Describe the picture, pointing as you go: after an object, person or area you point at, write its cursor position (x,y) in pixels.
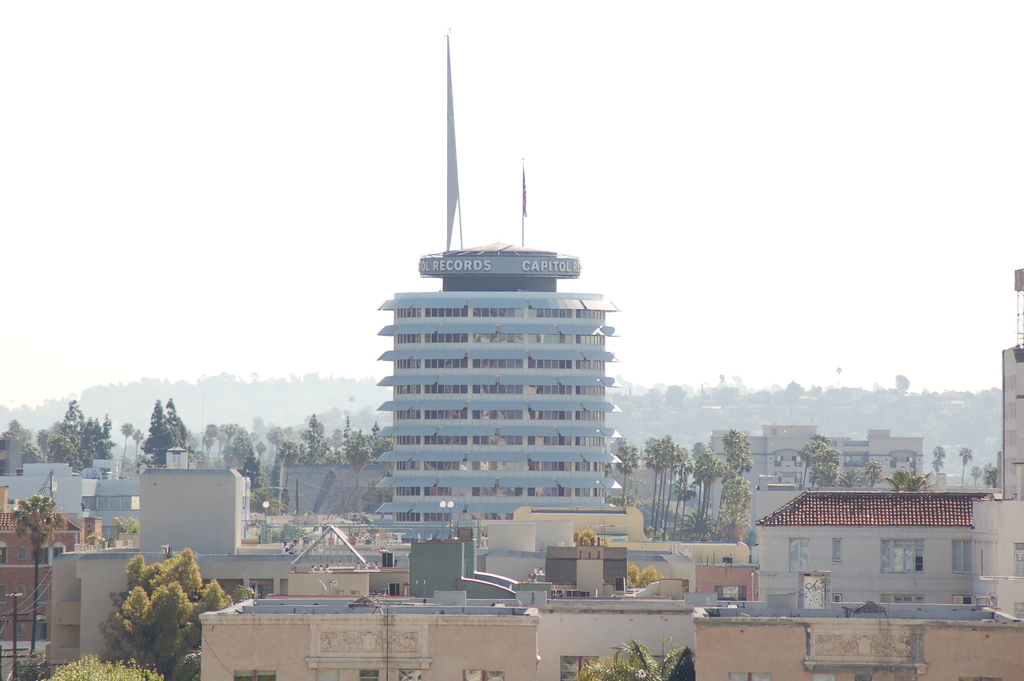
In this picture I can see the buildings (570,390), sheds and house (904,580). Beside that I can see the trees (325,430) and plants (174,655). In the center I can see the flag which is placed on the roof (488,261) of the building (498,305). At the top (742,34) I can see the sky (705,125).
